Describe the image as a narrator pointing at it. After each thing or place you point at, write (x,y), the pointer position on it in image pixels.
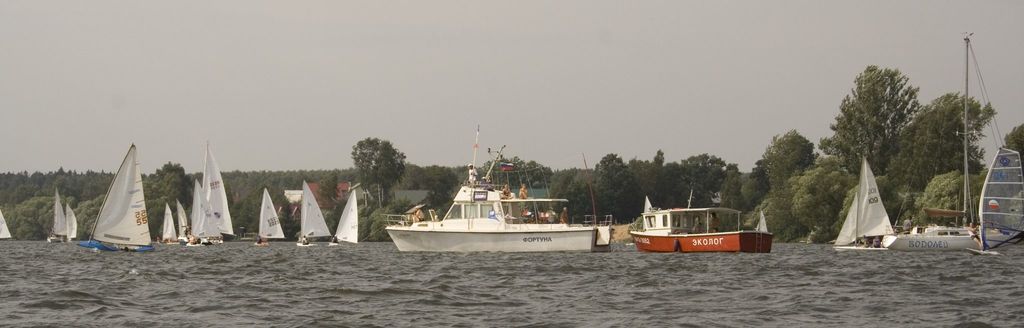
In this image I can see many boats (557,249) are on the water (466,263). I can see few people (548,219) are in the boats (515,233). In the background (366,204) I can see many trees (395,153) and the sky (344,145).
